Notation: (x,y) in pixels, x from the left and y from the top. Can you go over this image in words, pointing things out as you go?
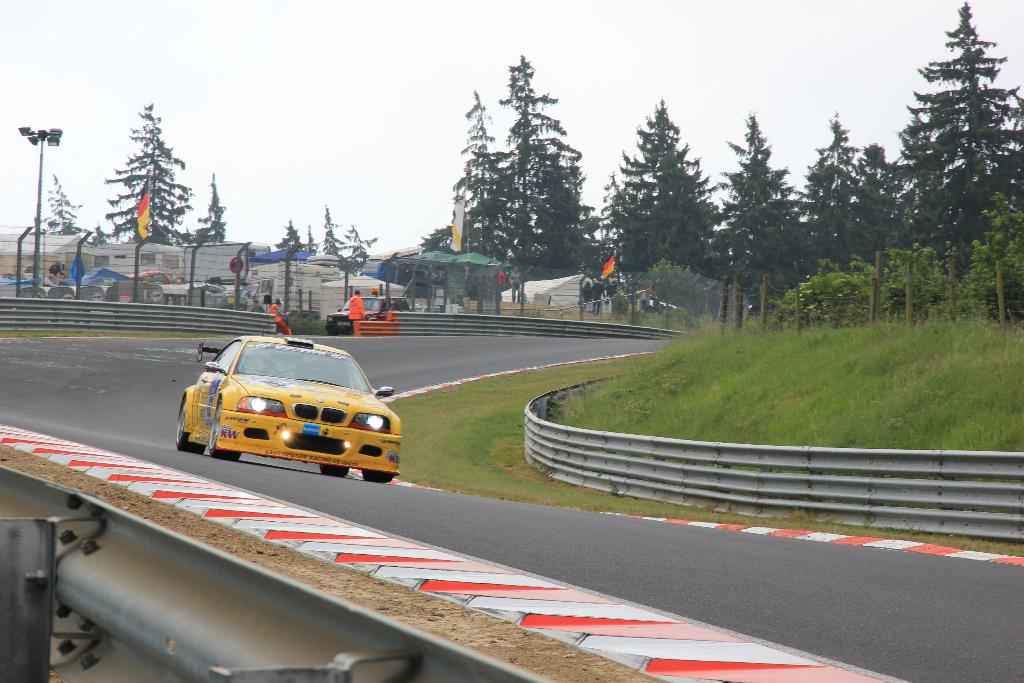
In this image in the center (369,405) there is one car (214,411) on the road (79,390), on the right side (807,438) there are some trees (623,262), plants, grass (491,456). In the background (474,278) there are some tents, flags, poles (387,293) and some persons (358,299). At the top of the image (468,85) there is sky (656,100), at the bottom (96,561) there are some objects (79,612).
